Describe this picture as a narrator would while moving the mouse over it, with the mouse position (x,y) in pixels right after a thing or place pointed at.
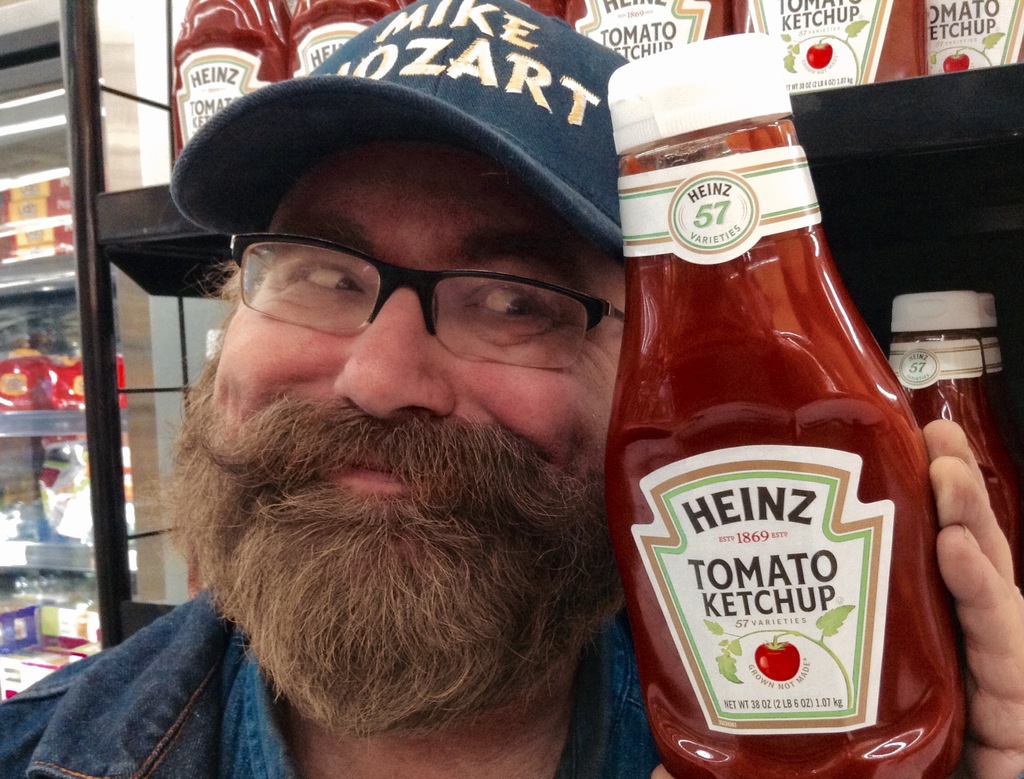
He is holding a bottle (736,576). He is wearing a cap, He is wearing a spectacle (524,365). He is smiling. We can see in background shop (127,369) and pole (87,199).
